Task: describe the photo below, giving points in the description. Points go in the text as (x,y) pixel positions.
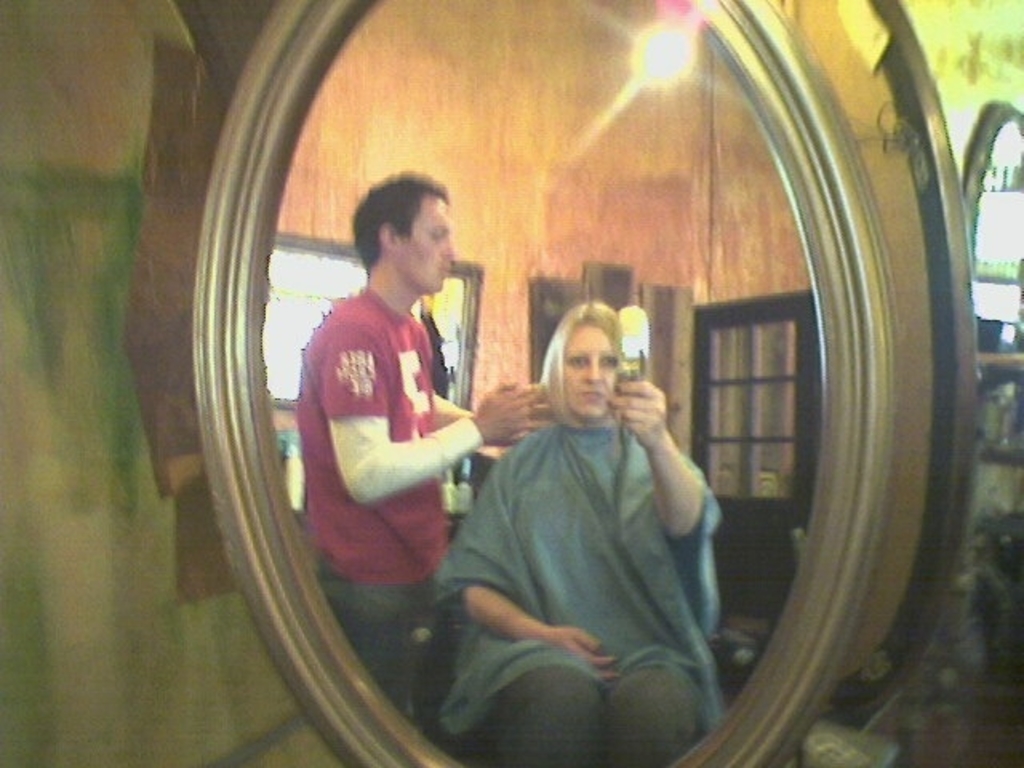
In the picture I can see the mirror (570,419) in which I can see the reflection (504,608) of a woman (571,485) holding a camera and sitting and I can see a man (344,442) wearing red color T-shirt (403,540) is standing. In the background (791,407), I can see windows (331,306) and lights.
